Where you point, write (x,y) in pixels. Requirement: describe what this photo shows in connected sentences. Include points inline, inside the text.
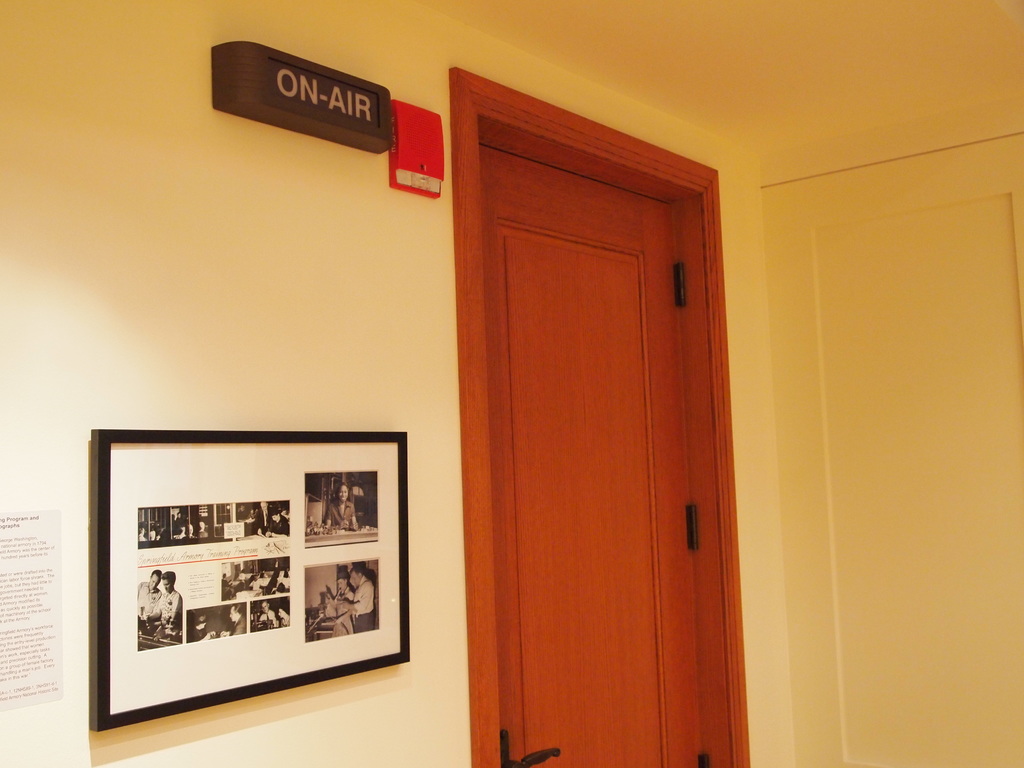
In this image there is a frame (170,493), paper (60,596) with some text (25,604) and two objects (239,81) are hanging on the wall (219,352), beside that there is a door (531,646).
